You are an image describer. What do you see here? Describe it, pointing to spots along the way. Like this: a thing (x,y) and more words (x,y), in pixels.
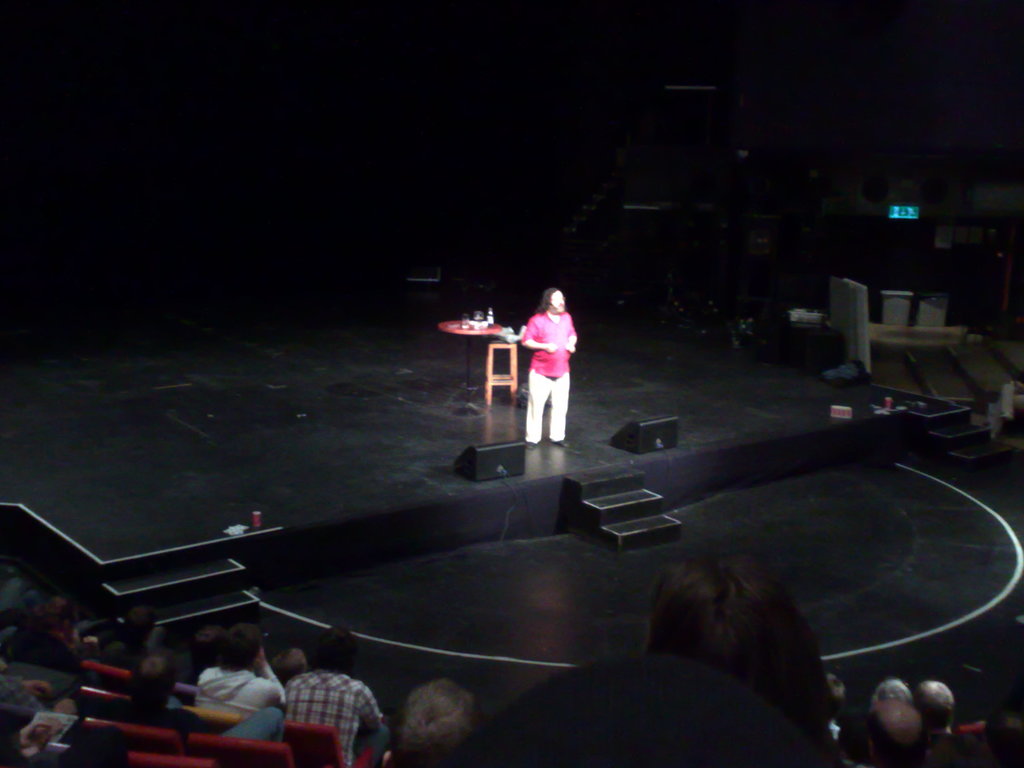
In the image we can see there is a person (553,390) standing on the stage (650,393) and there is a table (467,329) on which there are glasses (477,313) and bottle (492,321). In front (239,659) there are spectators (262,699) sitting on the chairs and watching the person (555,373) on the stage (572,422).
